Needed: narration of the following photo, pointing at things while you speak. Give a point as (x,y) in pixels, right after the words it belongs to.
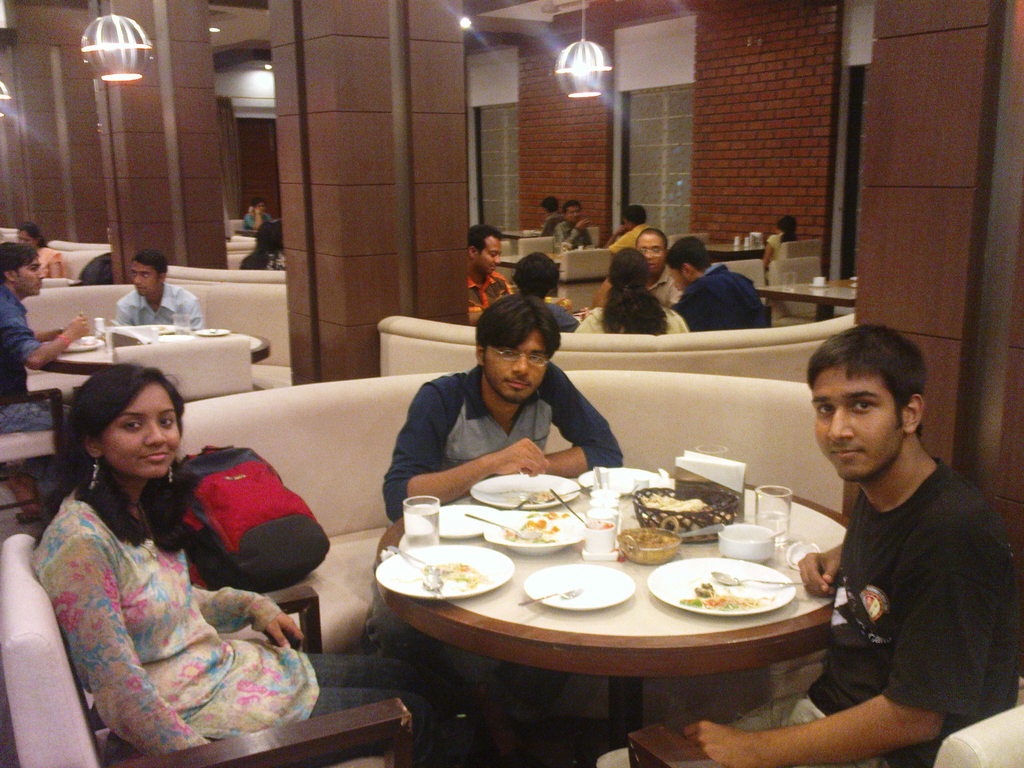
This picture describes about group of people (835,564), they are all seated on the chair (310,604) and sofa (358,541), and they are in the restaurant (313,296), in front of them we can see plates (543,585), glasses (425,506), food (666,515) on the table (718,547), on top of them we can see couple of lights (100,49).
